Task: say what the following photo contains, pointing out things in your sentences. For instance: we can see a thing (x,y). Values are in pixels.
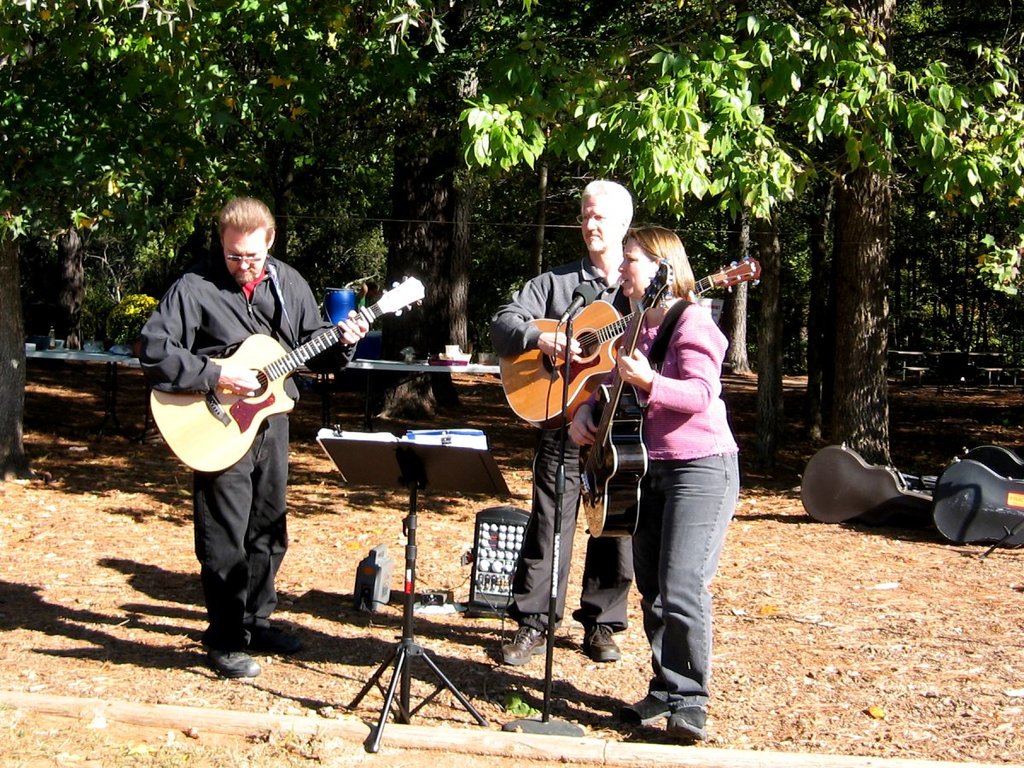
In the image we can see there are people (696,431) who are standing and holding guitar (169,392) in their hand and at the back (764,163) there are lot of trees (639,142).
